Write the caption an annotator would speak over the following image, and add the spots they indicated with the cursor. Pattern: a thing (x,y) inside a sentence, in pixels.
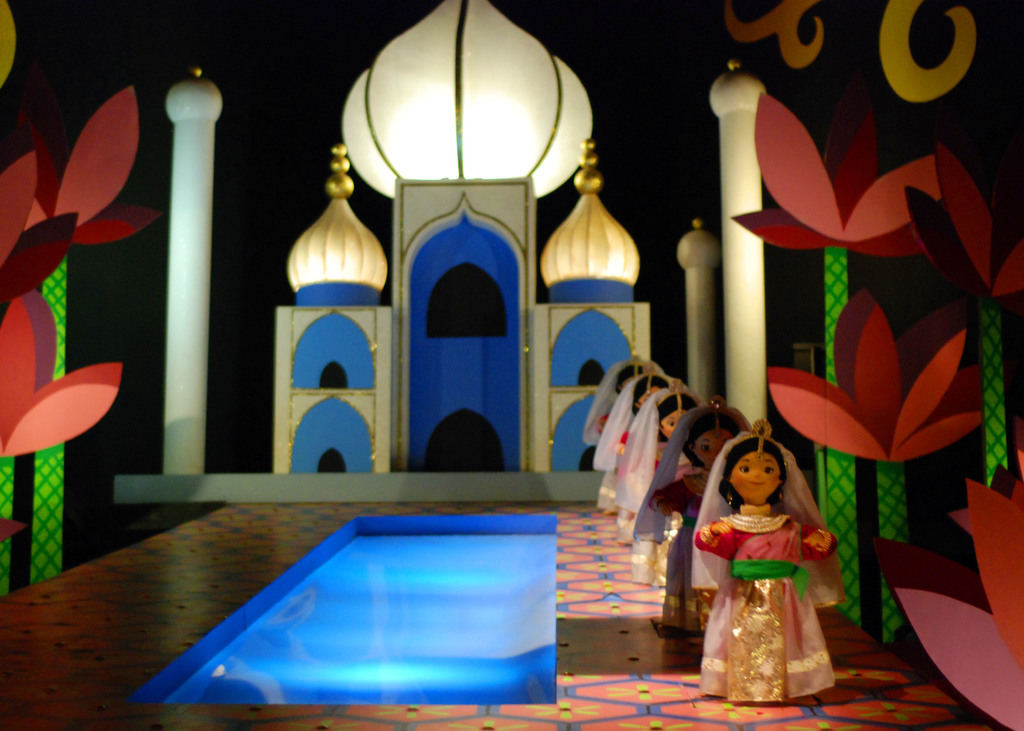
In this image I can see depiction of the Taj Mahal (178,488) and of few flowers (1021,685). I can also see few dolls (697,504) and on the left side (189,695) I can see water (371,550).
